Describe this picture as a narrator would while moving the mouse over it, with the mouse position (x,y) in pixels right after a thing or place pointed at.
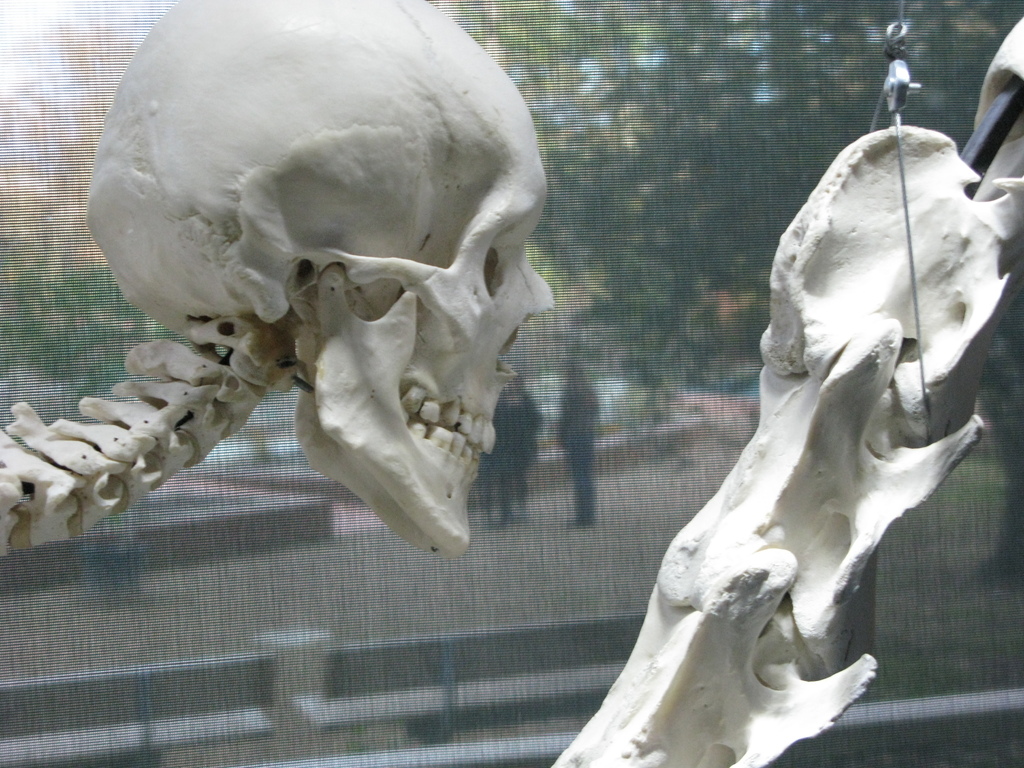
In this picture we can see a skeleton (696,584) and in the background (624,497) we can see a glass (696,461), from glass (571,432) we can see people (575,450), trees (636,380), sky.
